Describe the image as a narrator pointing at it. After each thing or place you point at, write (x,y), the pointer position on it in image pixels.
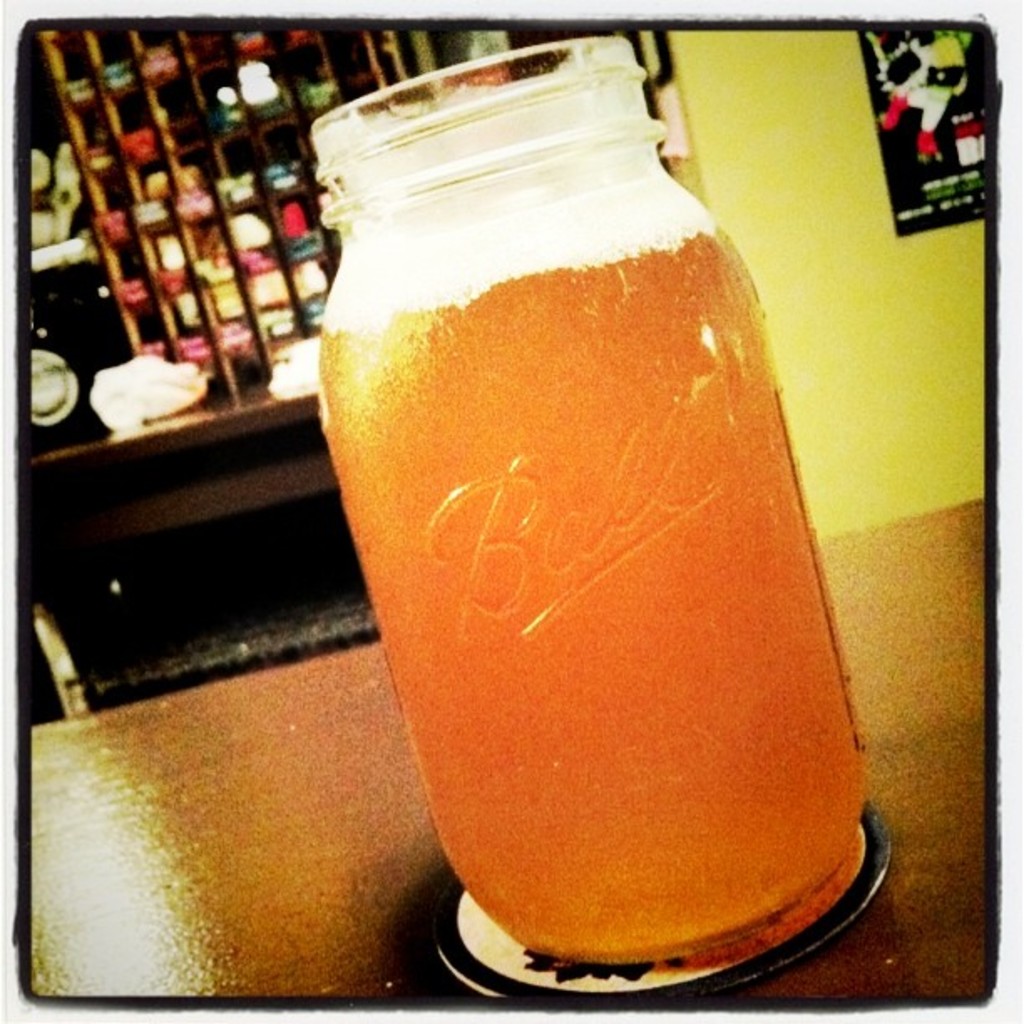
In this picture we can see bottle (564,378) with drink (550,403) and object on the table (323,813). In the background of the image (148,124) we can see poster (920,163) on the wall (860,172) and objects (120,327).
